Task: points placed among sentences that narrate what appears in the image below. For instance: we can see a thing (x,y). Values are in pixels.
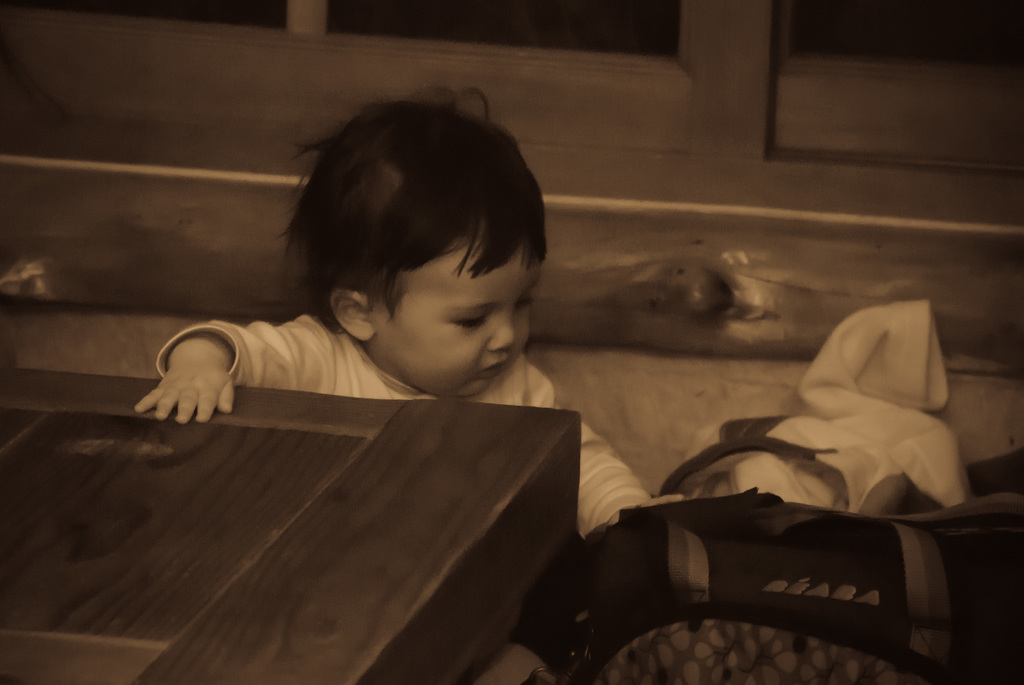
In this picture there is a kid (425,342) sitting on the floor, placing his hand (194,382) on the table (162,466). There is a bag (760,563) and some clothes (863,436) here. In the background (672,171) there is a door (397,59).
